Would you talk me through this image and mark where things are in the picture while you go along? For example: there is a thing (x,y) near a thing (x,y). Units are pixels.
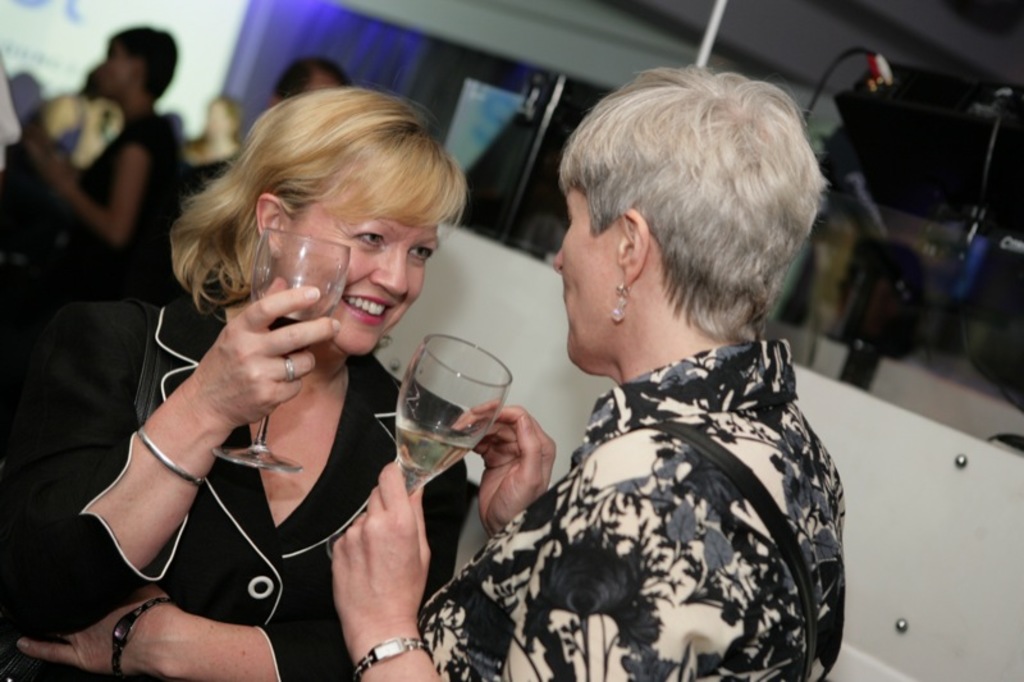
In this image I can see a woman (190,533) wearing black dress (191,545) and a woman (563,568) wearing black and cream dress (601,511) are holding wine glasses (419,459) in their hands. In the background (199,150) I can see few other person's (218,151), a screen (191,73), some curtains (368,59) and the white colored surface (476,287).
